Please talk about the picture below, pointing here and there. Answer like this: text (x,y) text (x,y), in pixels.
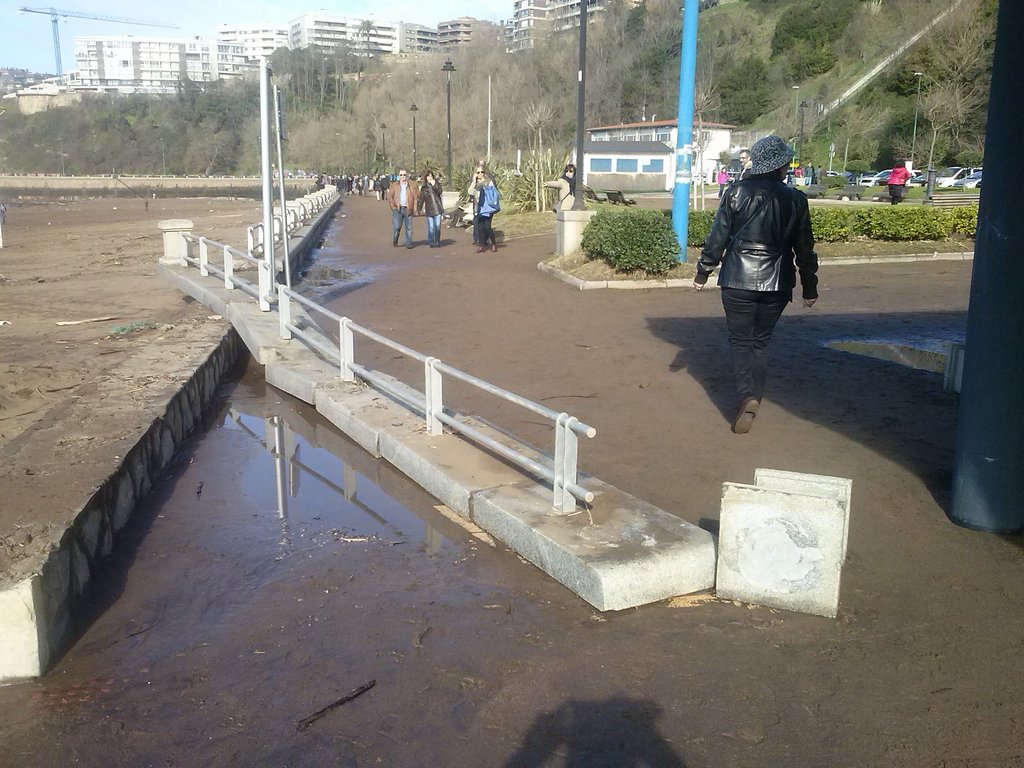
In this picture there is a woman (742,267) wearing a black leather jacket (791,250), walking on the ground (425,261). Beside there is group of men (432,231) and women (498,188) walking in the pedestrian area (347,217). On the left side (340,352) there is a silver color railing (564,496). In the background (402,108) there are some trees (616,34) and buildings (550,22).
